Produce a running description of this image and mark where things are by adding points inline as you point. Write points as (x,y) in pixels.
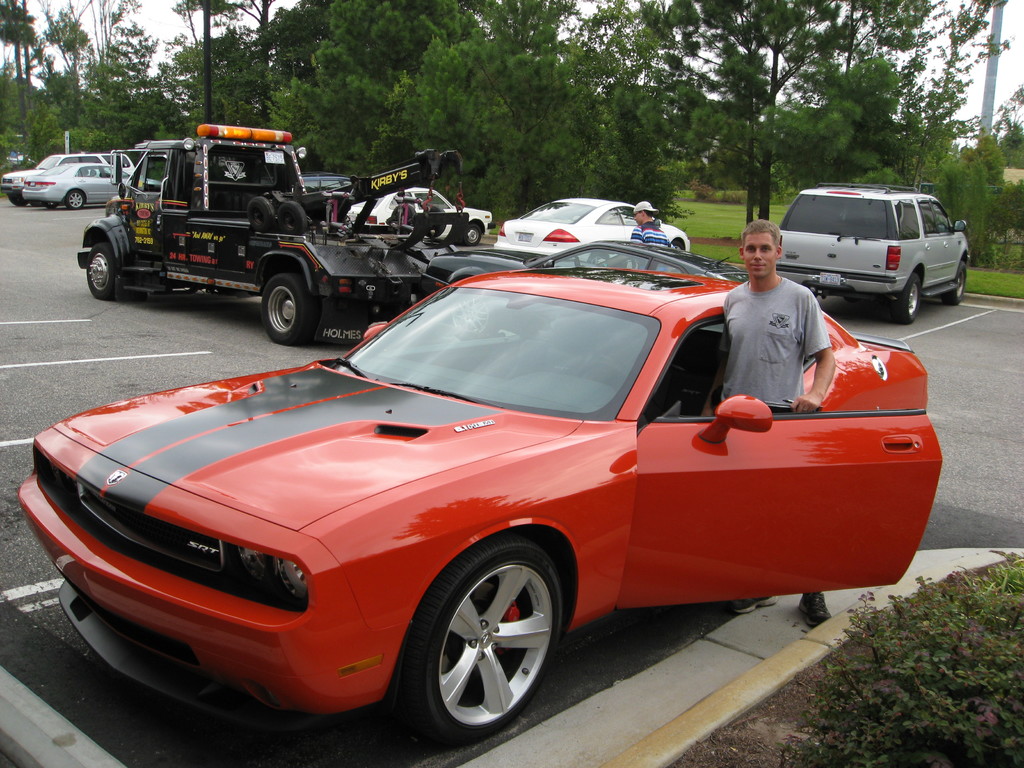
In this picture there is a red color car (563,515) parked on the road side (708,612). In the front (762,365) there is a man (753,367) wearing grey color t-shirt (755,325) is standing with the opened car door (816,425) and giving a pose. Behind there is a black color towing truck (439,211) and some cars (619,205) parked in the parking area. In the background (520,90) there are some trees (650,90).
